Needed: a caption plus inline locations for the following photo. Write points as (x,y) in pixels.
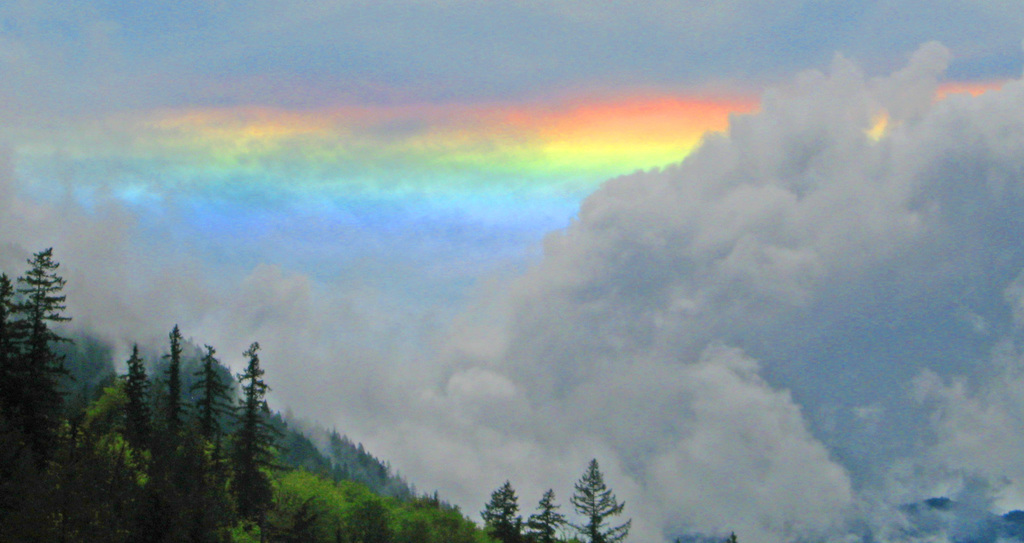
In this image i can see a rainbow (558,151), plants (65,407) and sky (481,353).
